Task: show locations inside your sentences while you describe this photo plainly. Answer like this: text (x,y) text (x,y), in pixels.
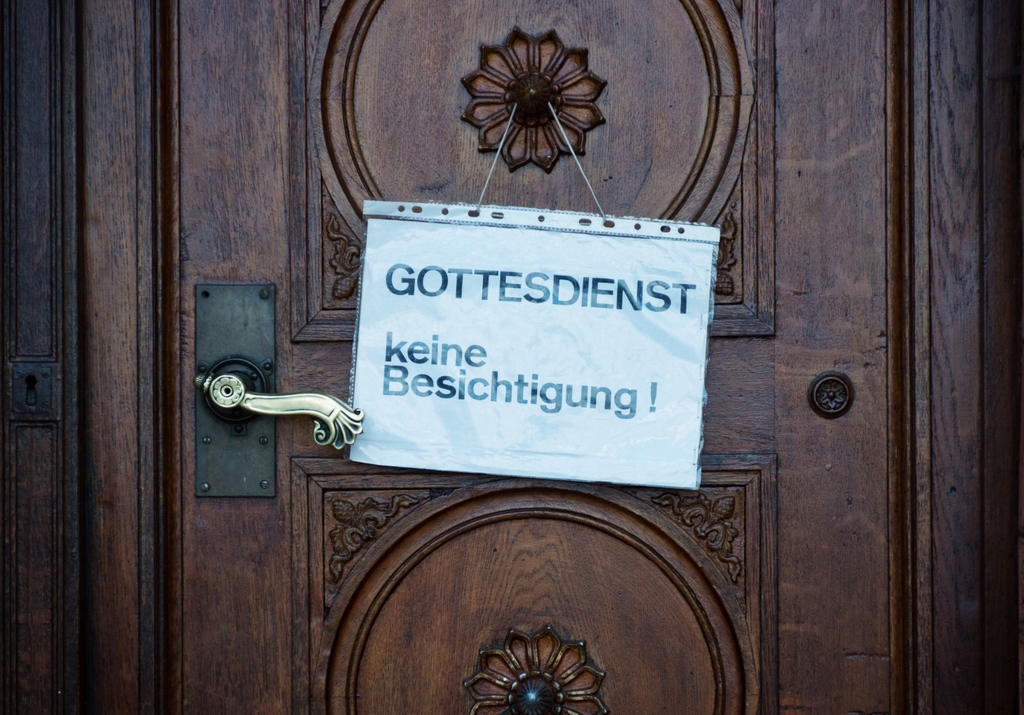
It is a zoomed in picture of a wooden door (180,245). We can see some text paper (580,273) hanged.
